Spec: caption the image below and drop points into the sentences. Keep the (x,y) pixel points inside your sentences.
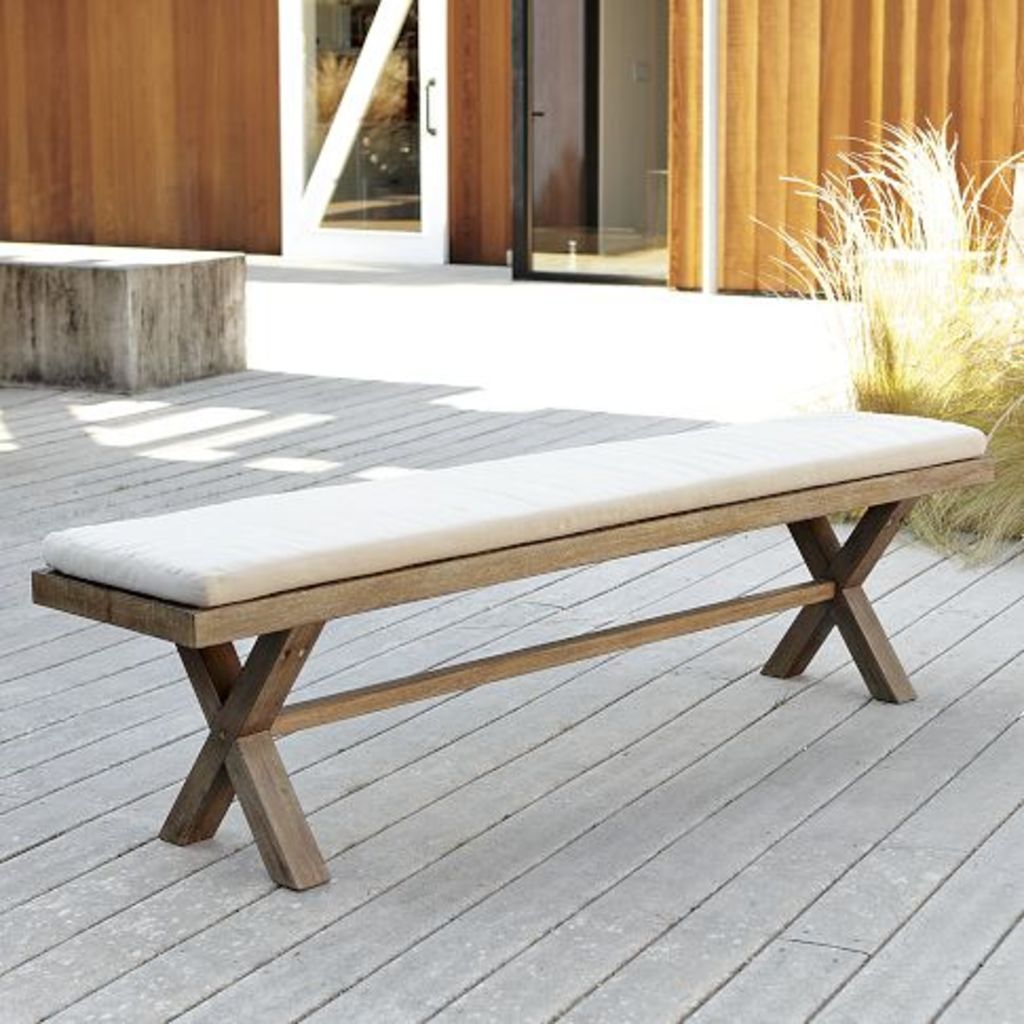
In this image I can see a bench (318,629) which is brown in color and on it I can see a white colored object (315,539). I can see some grass (1022,428), the wooden wall (102,66) and a white colored door (380,156) and I can see the ash colored floor (394,465).
